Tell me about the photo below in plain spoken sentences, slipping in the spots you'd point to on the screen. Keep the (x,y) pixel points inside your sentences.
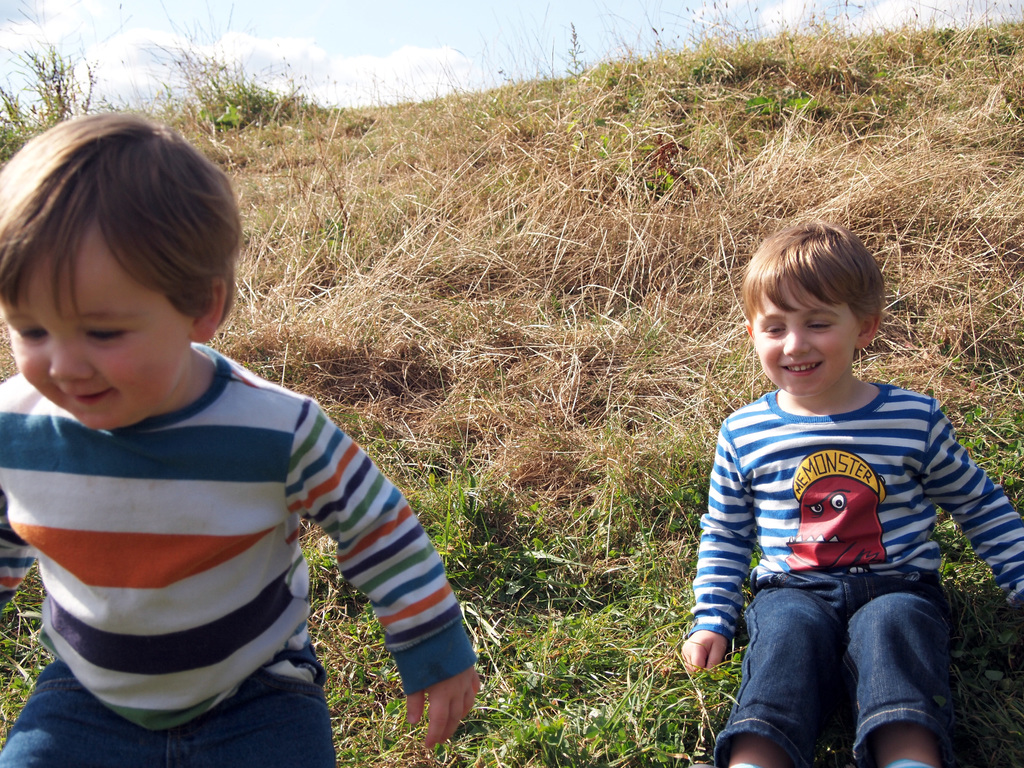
In this image we can see a person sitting on the grass (659,536) and the other person (164,484) standing. In the background (461,72), we can see the sky (442,76).
